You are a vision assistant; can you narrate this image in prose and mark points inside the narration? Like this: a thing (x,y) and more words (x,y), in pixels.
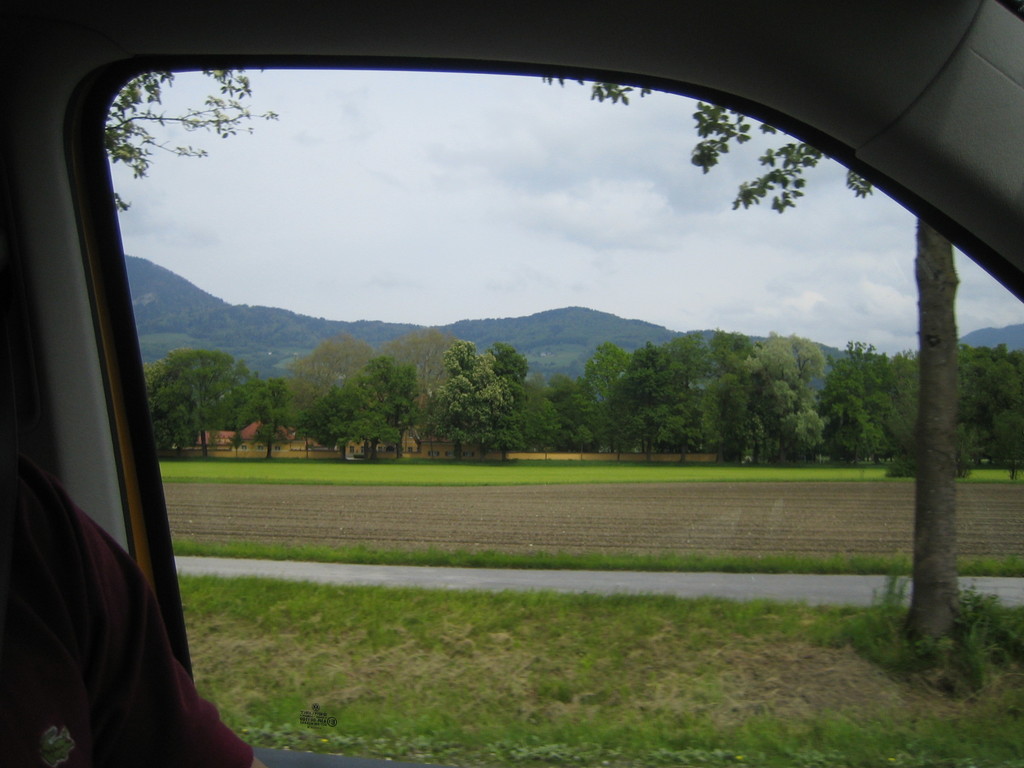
In the image we can see the window (480,619) of the vehicle (685,89). Out of the window (353,363) we can see grass (621,620), road (727,583), trees (447,436), hills (238,339) and the cloudy sky (410,177).
